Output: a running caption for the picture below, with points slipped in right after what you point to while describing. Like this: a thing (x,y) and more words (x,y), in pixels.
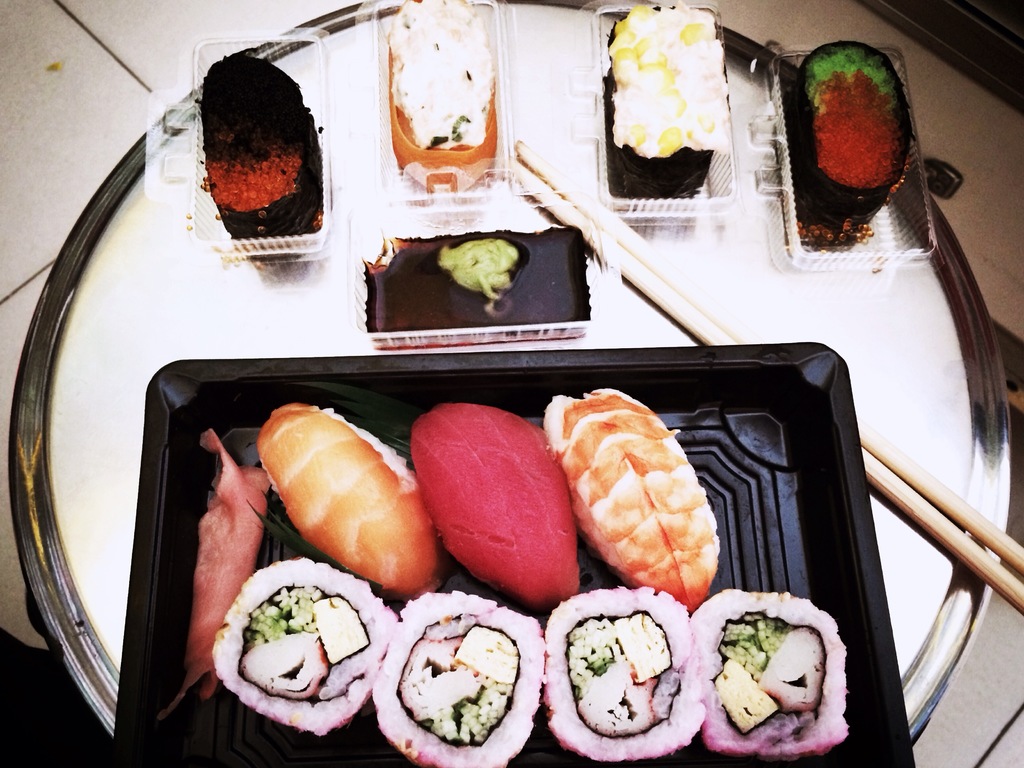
In the image we can see a plate (91,305). On the plate (127,301) we can see food items (432,423) in a plastic container (718,387). Here we can see chopsticks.
